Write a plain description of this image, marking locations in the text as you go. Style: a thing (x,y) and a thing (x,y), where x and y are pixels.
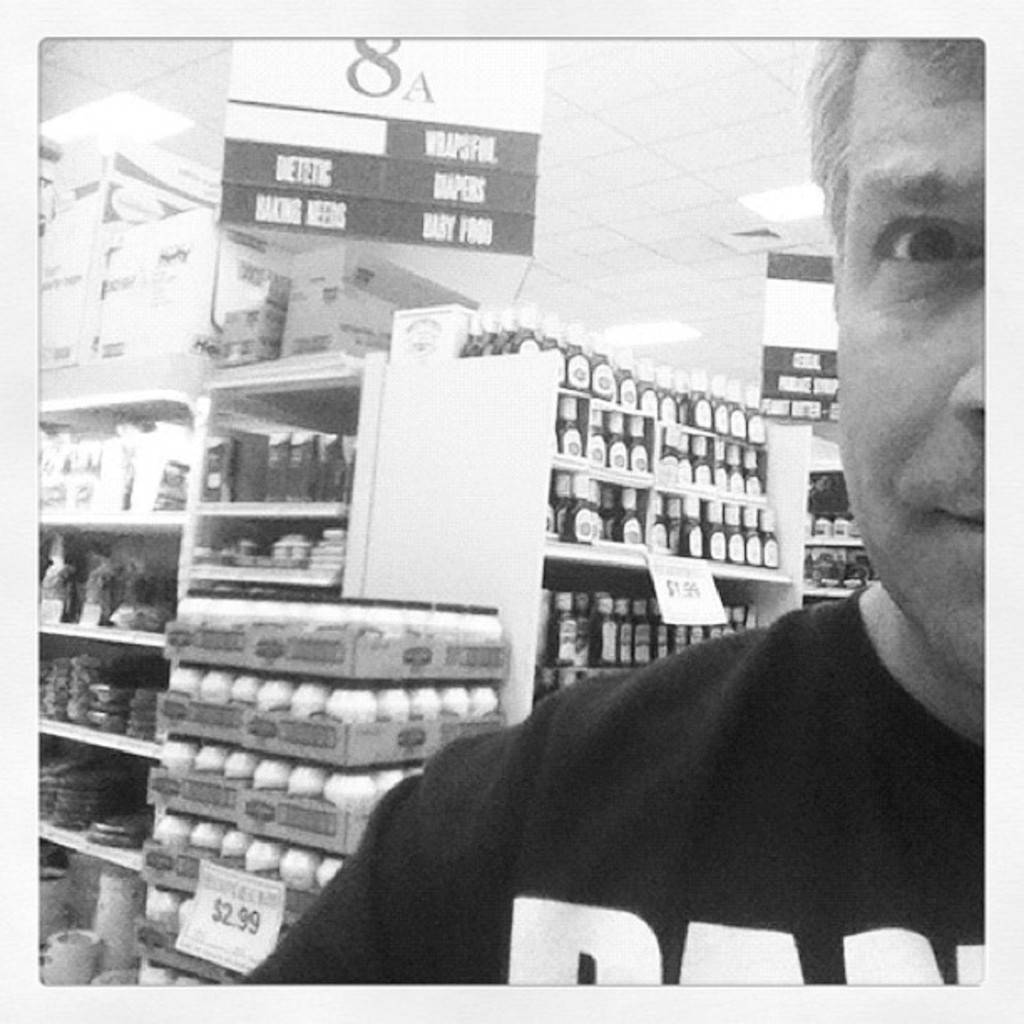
This is a black and white picture. On the right side of the image (780,670) we can see a person (741,819) who is truncated. In the background (683,583) we can see boards (419,132), racks (311,424), boxes (387,258), bottles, ceiling (695,353), lights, and few objects (447,626).
